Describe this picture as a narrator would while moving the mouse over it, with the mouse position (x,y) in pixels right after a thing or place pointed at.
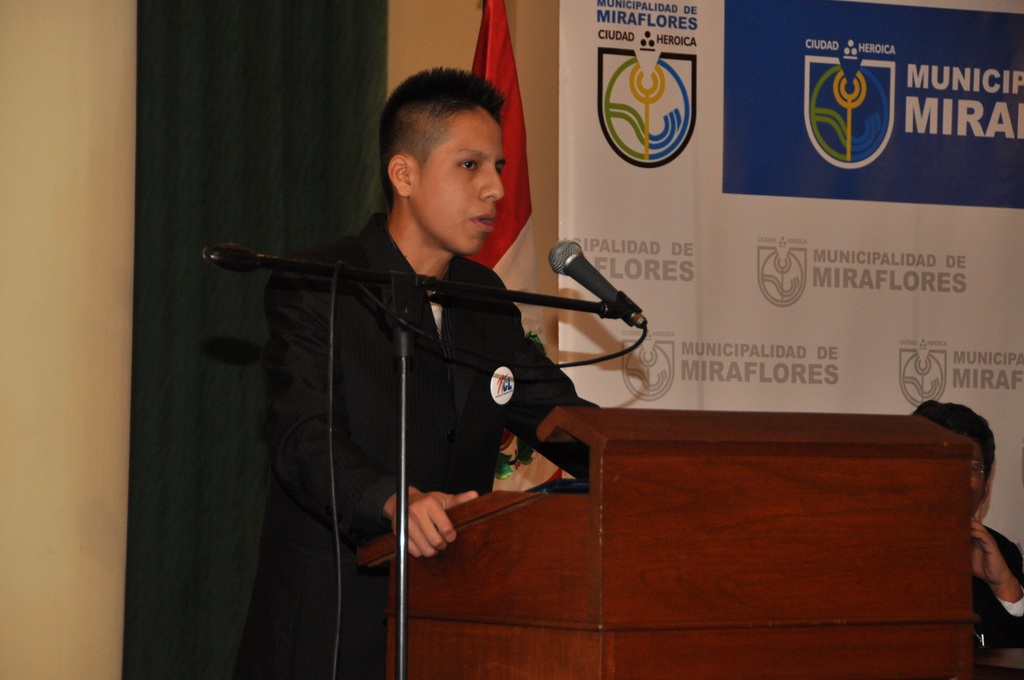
In the image we can see a man (361,462) standing, wearing clothes (473,411). Here we can see a podium (756,558), microphone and cable wire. Behind the man (475,392) there is a curtain (194,132) and the flag (506,98). Here we can see a poster (831,319) and there is another man (975,589) wearing clothes (987,593) and the person (991,613) is sitting.
